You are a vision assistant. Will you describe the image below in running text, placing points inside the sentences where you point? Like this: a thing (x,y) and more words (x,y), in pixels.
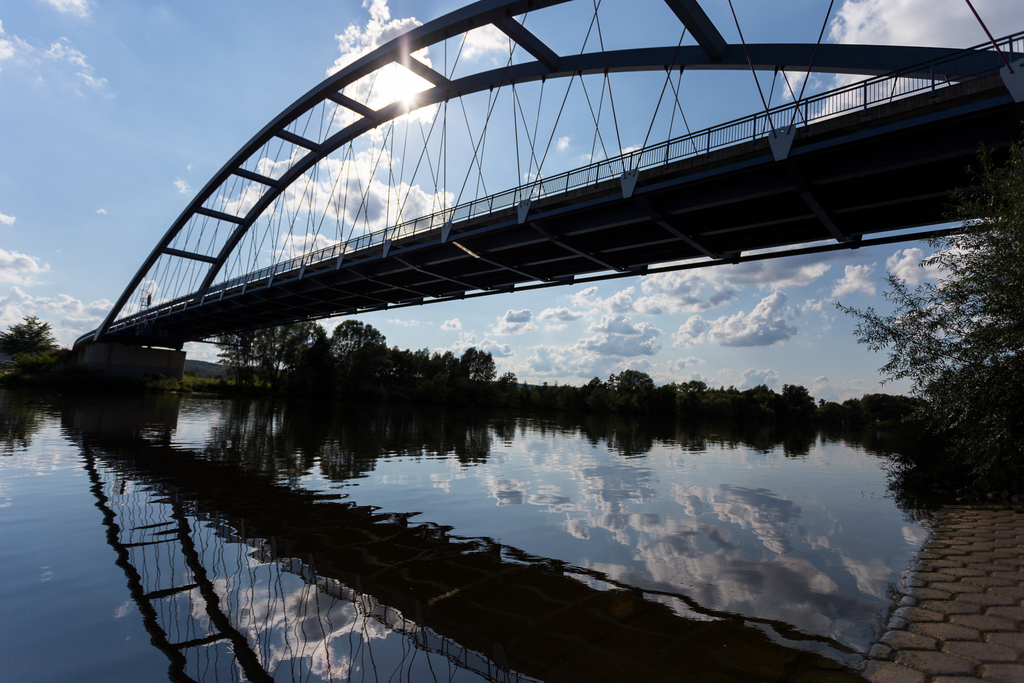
In the picture I can see a bridge (469,228), the water (428,437), trees (629,398) and some other objects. In the background (209,231) I can see the sun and the sky (335,54).
